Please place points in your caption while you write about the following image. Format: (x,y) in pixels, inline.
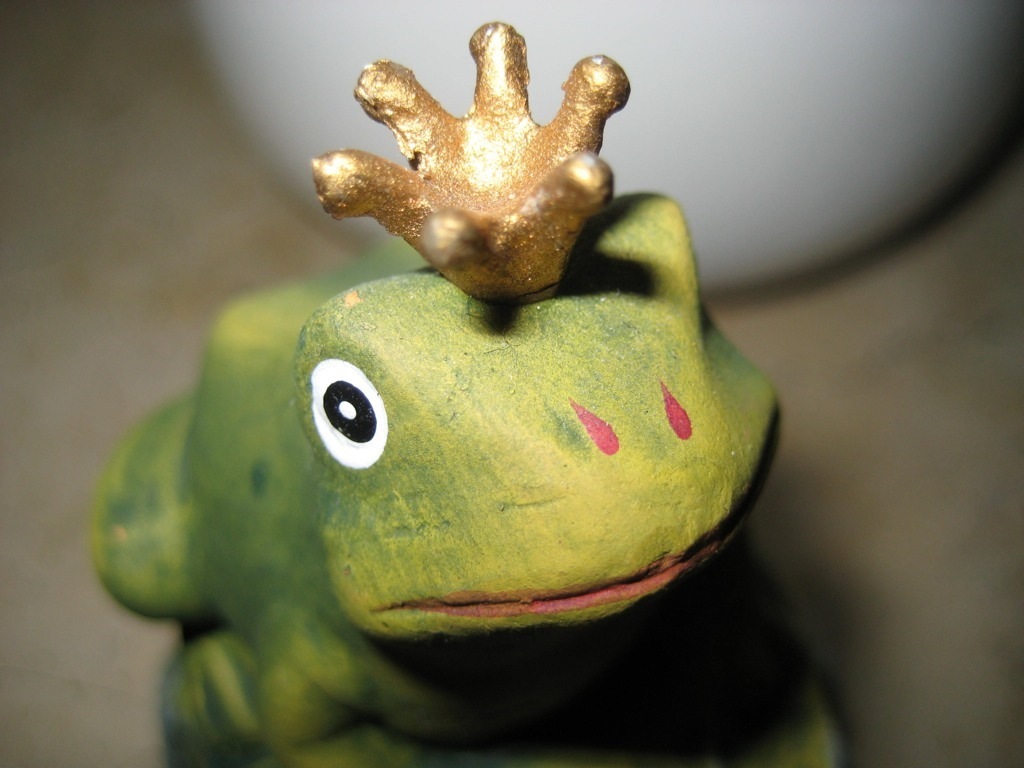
In this image I can see a toy frog (418,523) which is green and yellow in color. I can see a gold colored crown (517,193) to the frog (547,519) and the blurry background in which I can see a white colored object (738,134).
